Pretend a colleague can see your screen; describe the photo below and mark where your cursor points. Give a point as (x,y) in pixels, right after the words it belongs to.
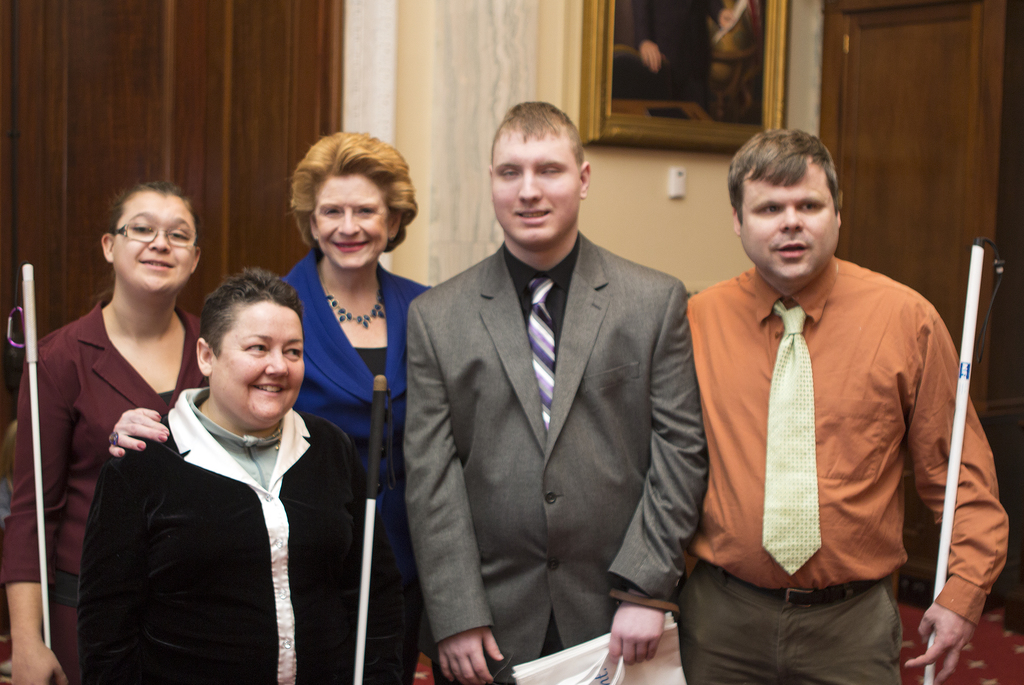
In this image we can see two men (574,369), one woman (356,315), one girl (107,326) and another woman (294,547) is standing. One man (851,418) is wearing orange shirt (837,479) with brown pant (818,629) and holding stick (951,474) in his hand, the other man (608,402) is wearing grey color suit (539,451) and holding papers (579,666) in his hand (618,648). The woman (369,361) is wearing blue color coat (339,355) and the girl (76,373) is wearing brown color coat (72,412). and the other woman (233,540) is wearing black color dress (259,566) and holding stick (366,558) in his hand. Background (419,78) wall (510,64) is there. On wall (422,64) one frame (661,66) is attached. right side of the image (943,76) one door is there which is in brown color.
